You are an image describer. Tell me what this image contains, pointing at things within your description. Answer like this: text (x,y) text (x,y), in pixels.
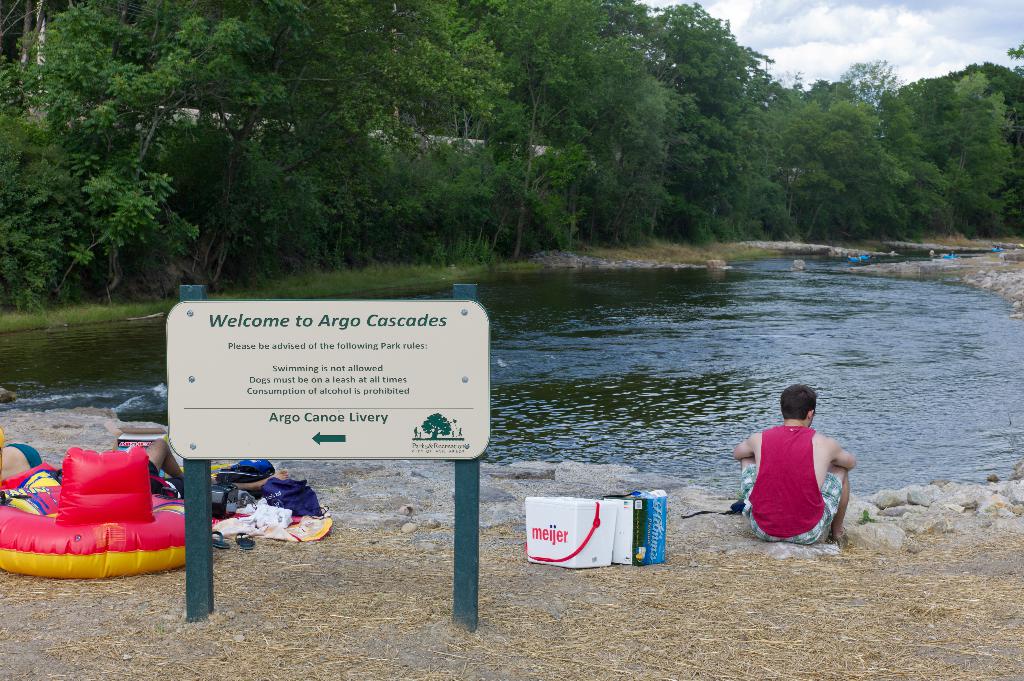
In the foreground of this image (364,421), there is a board (323,429), an inflatable object (129,543), few boxes (605,546) and few more objects (294,529) on the ground (312,592). We can also see few people (841,493) sitting and lying on the ground (857,509). In the background (750,318), there are trees (743,127), water (828,310) and the sky (978,22).
